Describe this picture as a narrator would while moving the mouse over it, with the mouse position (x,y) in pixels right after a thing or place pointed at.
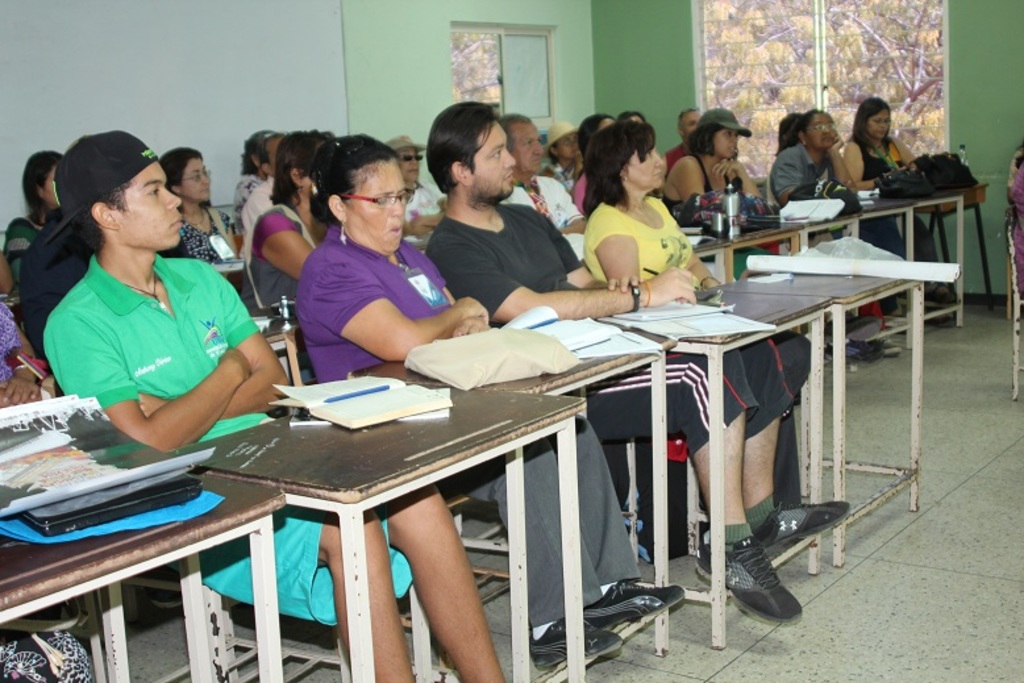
This is a picture taken in a class room (138,42), there are group of people (370,245) who are sitting on a chairs (307,344). In front of them there is a tables (797,318), on the tables (346,457) there is a book (358,411), pen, bottle (732,206) and bags (933,171). Background of this people (218,313) is a wall (639,60) which is in green color.
